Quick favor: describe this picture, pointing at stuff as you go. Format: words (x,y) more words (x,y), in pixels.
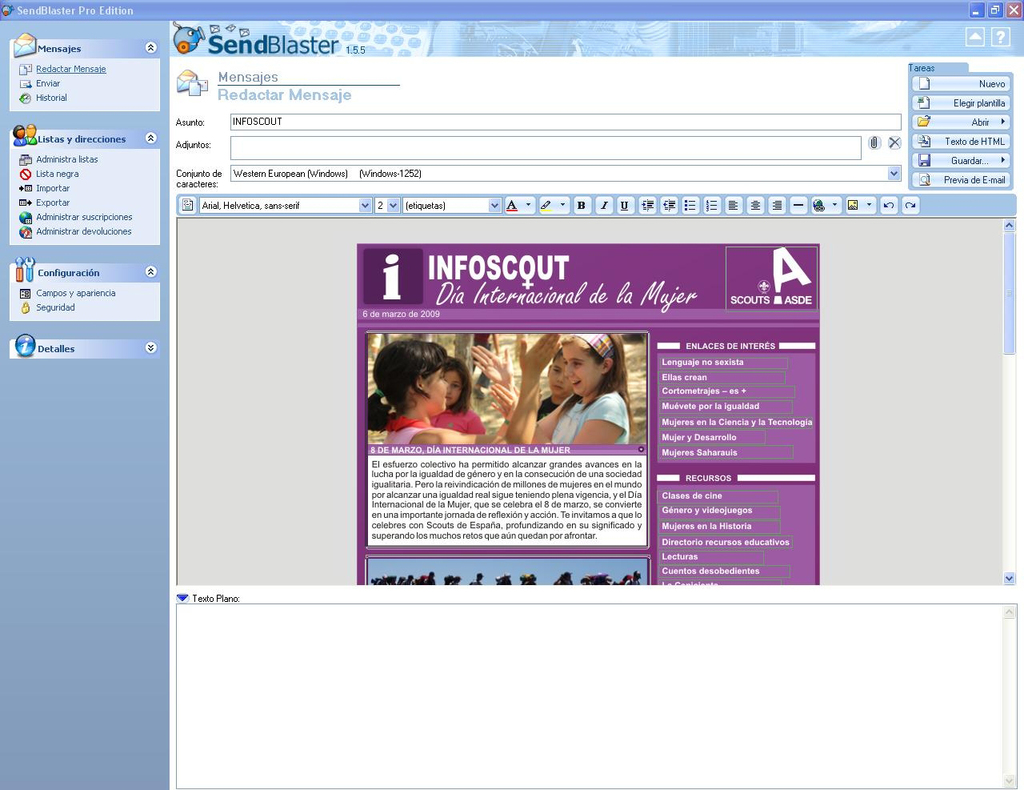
This is a picture of a screen (309,555), in this image there is a text (531,448). And in the center (532,386) there are a group of people (542,393) who are playing something.
